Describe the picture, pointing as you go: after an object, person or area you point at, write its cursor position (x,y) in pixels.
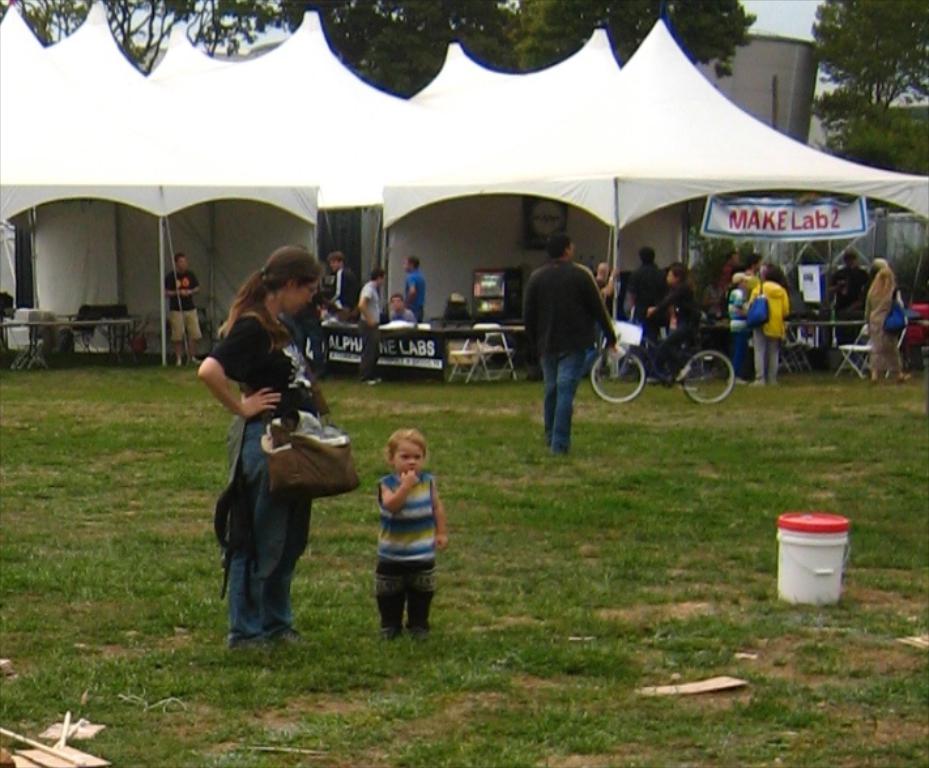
Here I can see a baby (403,512) is standing. Beside the baby (383,524) there is a woman (271,335) carrying a bag (317,450), standing and looking at this baby (404,548). On the right side (797,552) there is a bucket (803,567). In the background (414,174) there is a tent (243,167). Under the tent (410,178) there are many tables (85,321) and chairs (116,333) and also many people (561,309) are standing. One person (671,349) is riding the bicycle (641,356). On the ground (679,546), I can see the grass (623,569). At the top of the image (649,31) there are many trees (872,55). In the top right-hand corner (776,80) there is a building (798,77).
